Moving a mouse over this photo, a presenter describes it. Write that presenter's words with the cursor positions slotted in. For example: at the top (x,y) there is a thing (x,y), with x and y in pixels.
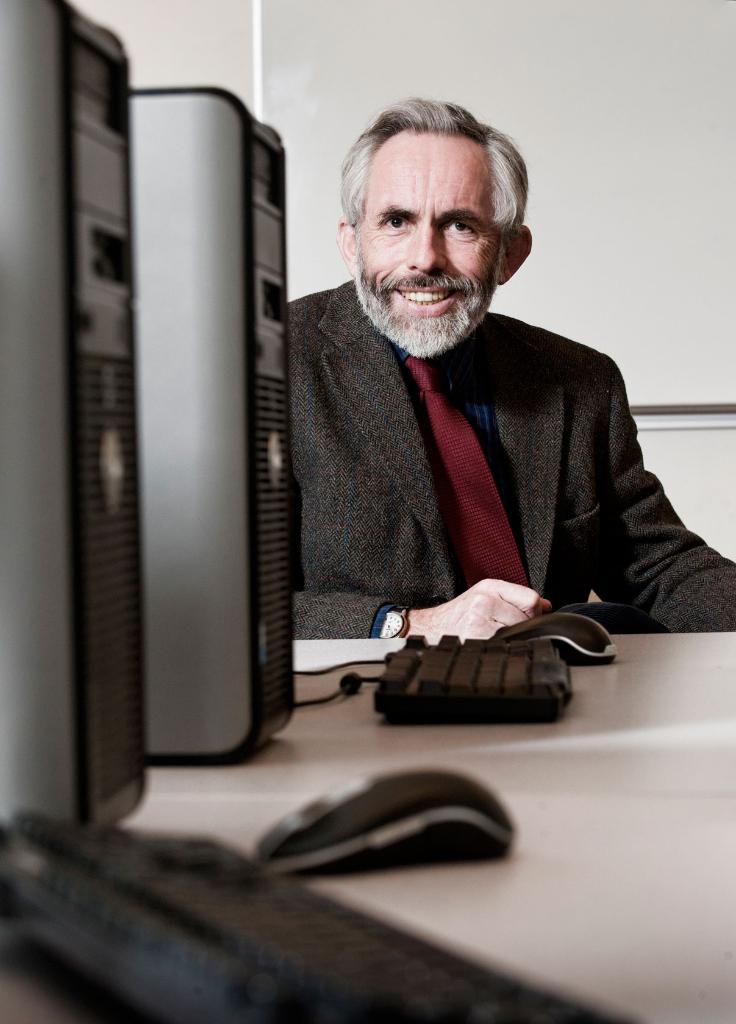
In this image At the bottom (547,802) there is a table (611,791) on that there are two PC (198,476), two keyboards (216,972) and two mouses (580,628). In the middle (428,403) there is a man (424,413) he wear suit (383,454) and tie (473,535), watch (398,624) he is smiling.
